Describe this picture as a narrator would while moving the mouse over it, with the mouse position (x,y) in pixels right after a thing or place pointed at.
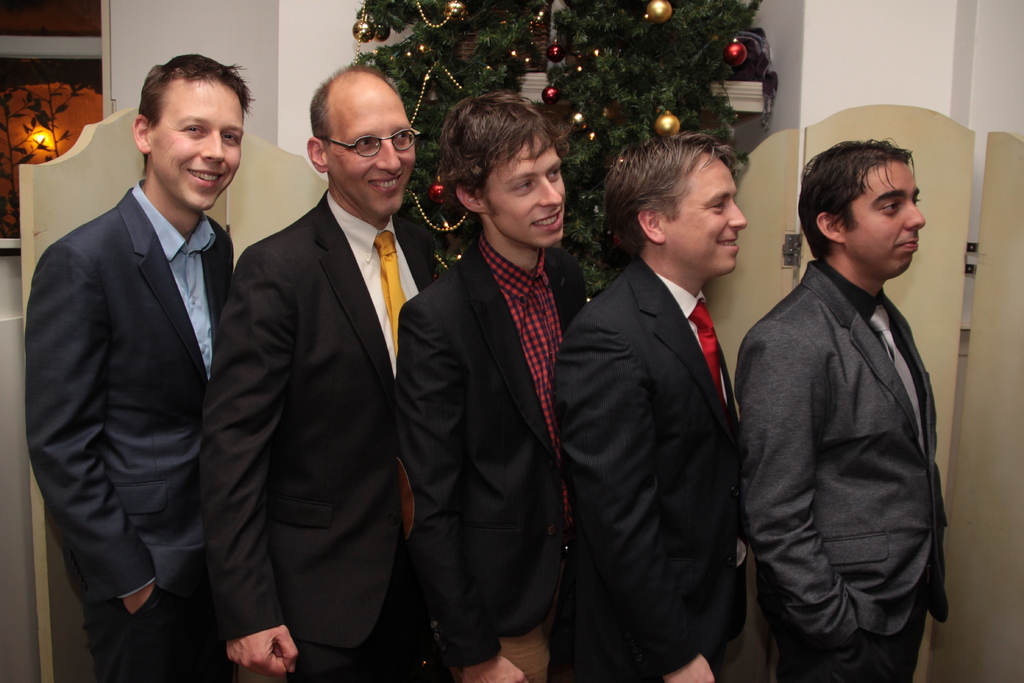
In this image there are five people (498,204) standing, and at the background (989,607) there are wooden boards (827,144), a tree (731,120) decorated with balls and chains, frame (73,43) attached to the wall (145,58).
